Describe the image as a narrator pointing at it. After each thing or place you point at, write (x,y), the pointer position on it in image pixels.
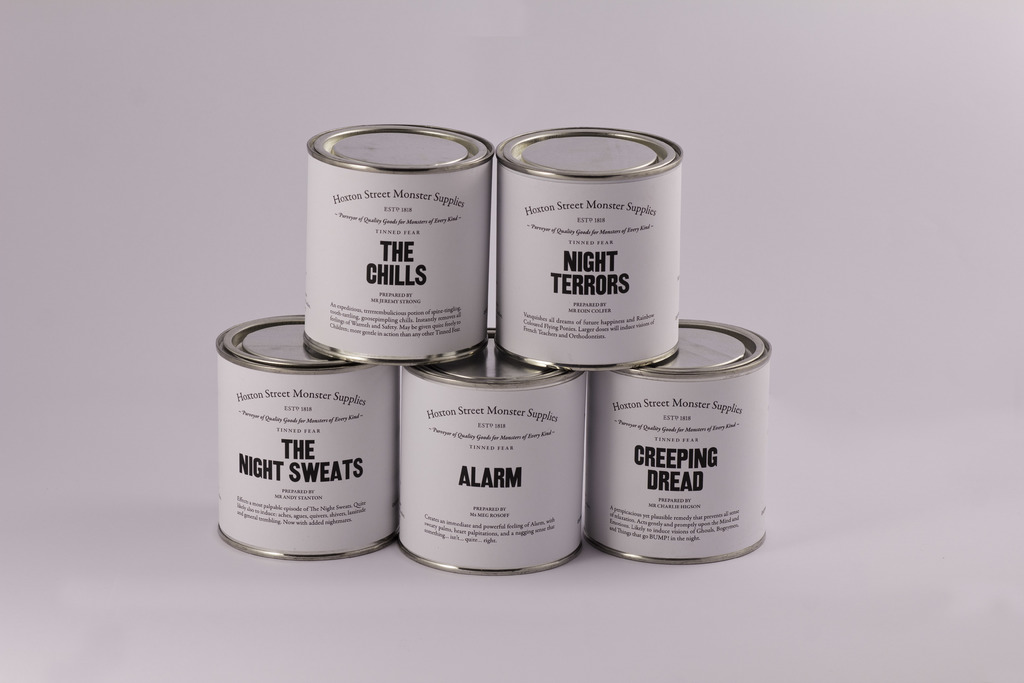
In this image we can see things (449,205) placed in the rows.
